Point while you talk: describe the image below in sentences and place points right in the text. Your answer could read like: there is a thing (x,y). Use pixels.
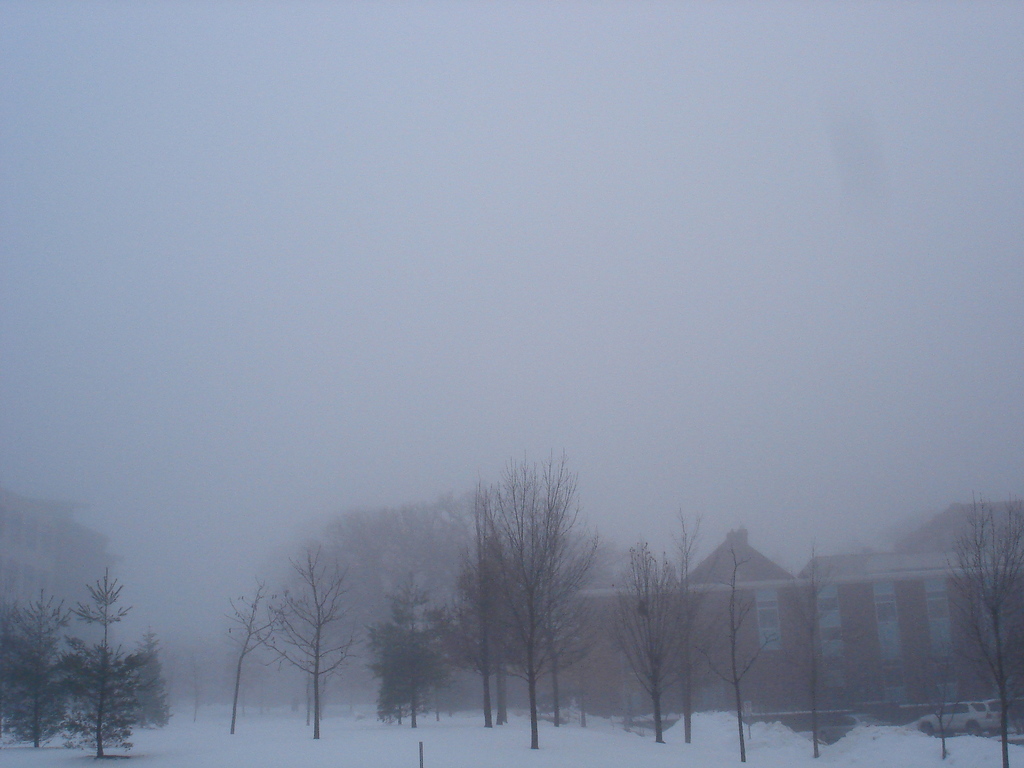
In this image in the center (355,511) there are trees (413,677) and in the background (622,634) there is a building (783,625) and there is snow (434,743) on the ground (573,760) and there are cars (994,722) on the right side (994,719) and on the left side (49,490) there is a building (54,564) and the sky (438,300) is foggy.
